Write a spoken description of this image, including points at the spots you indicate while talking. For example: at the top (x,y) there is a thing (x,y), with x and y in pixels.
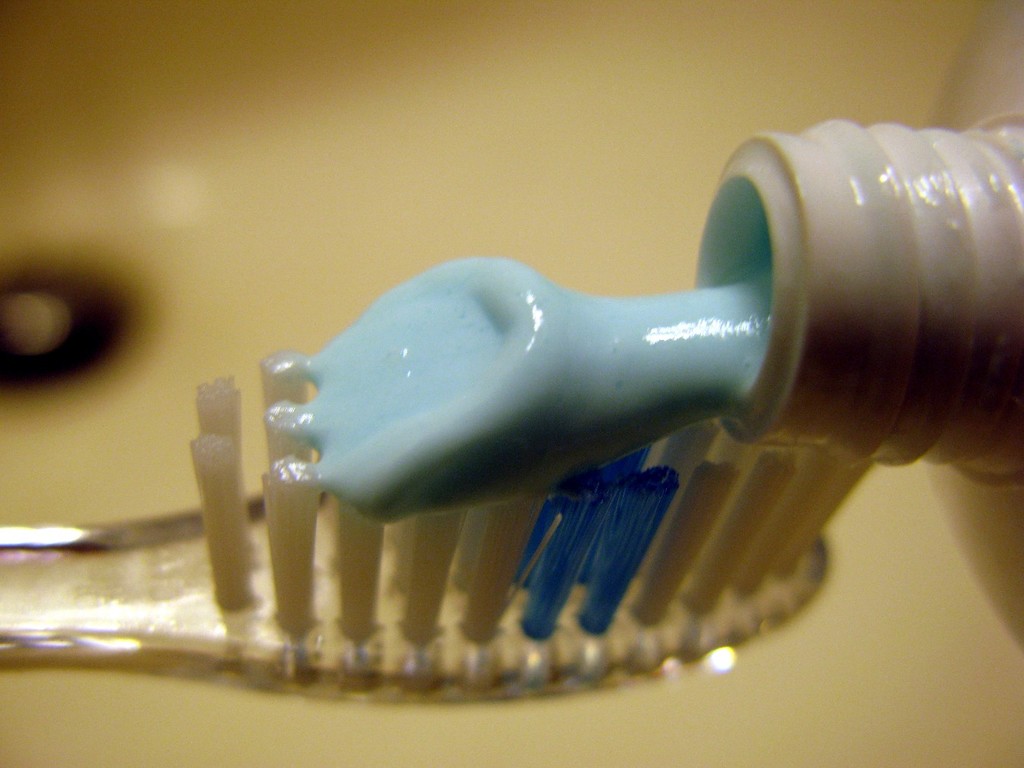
In this image I can see a tooth brush (164,618) which is transparent and a blue colored paste (492,405) on the brush (182,613). I can see the cream colored background (329,213).
